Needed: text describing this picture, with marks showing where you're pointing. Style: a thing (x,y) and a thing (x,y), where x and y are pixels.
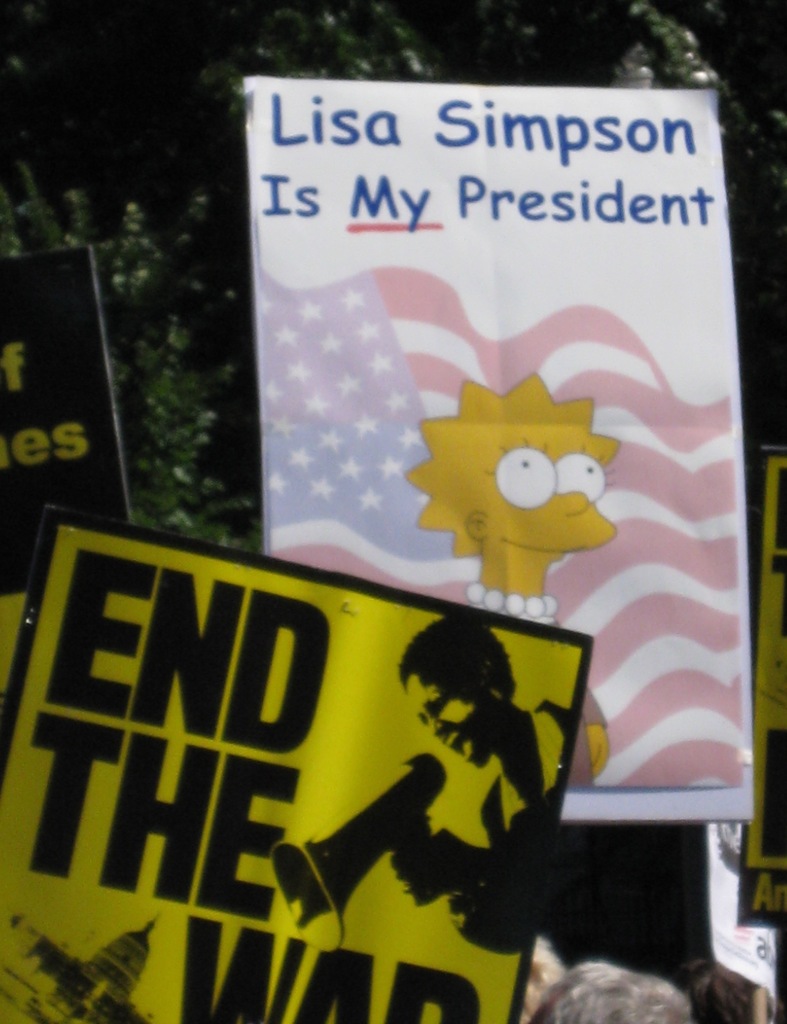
In this image I can see few boards (372,775) in multicolor. In the background (140,294) I can see few trees (190,212) in green color.
